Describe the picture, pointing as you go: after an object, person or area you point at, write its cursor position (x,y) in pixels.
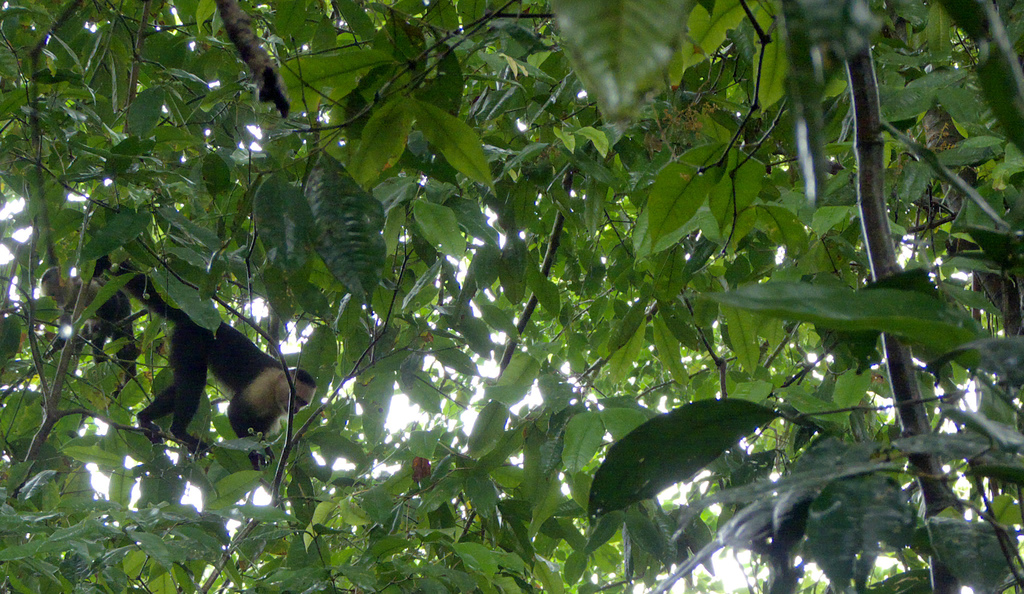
In this picture I can see a monkey (249,359) on the tree (436,302).
